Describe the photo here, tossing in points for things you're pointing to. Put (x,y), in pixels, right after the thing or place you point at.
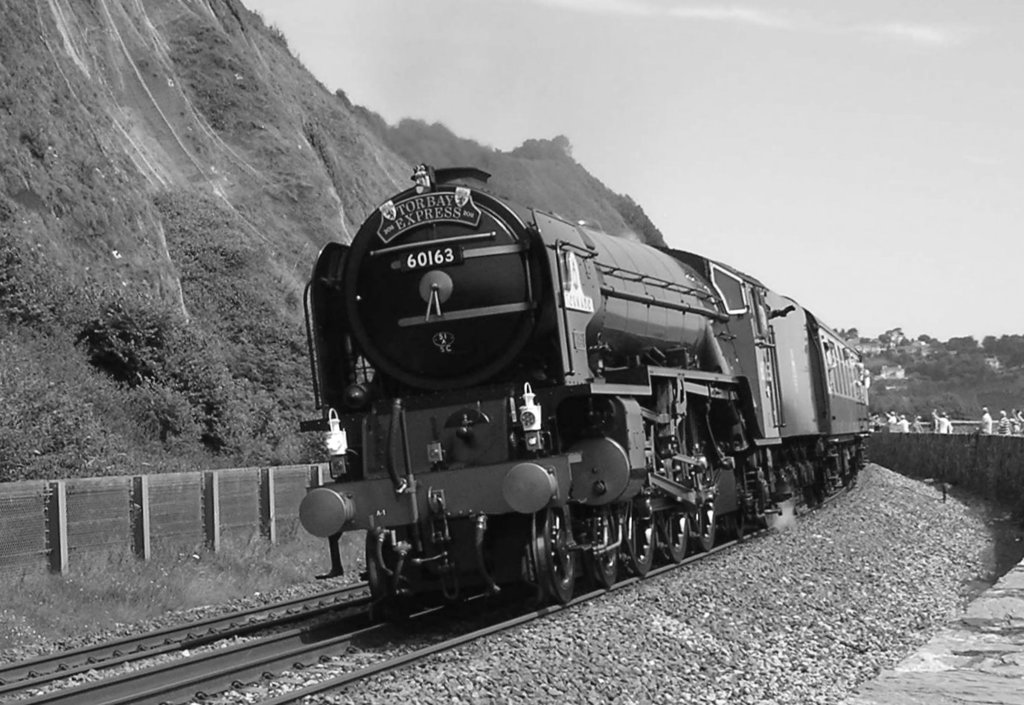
It's a black and white image and here a train (520,560) is moving on the track (471,632). On the left side (250,181) there is a hill (255,280).
